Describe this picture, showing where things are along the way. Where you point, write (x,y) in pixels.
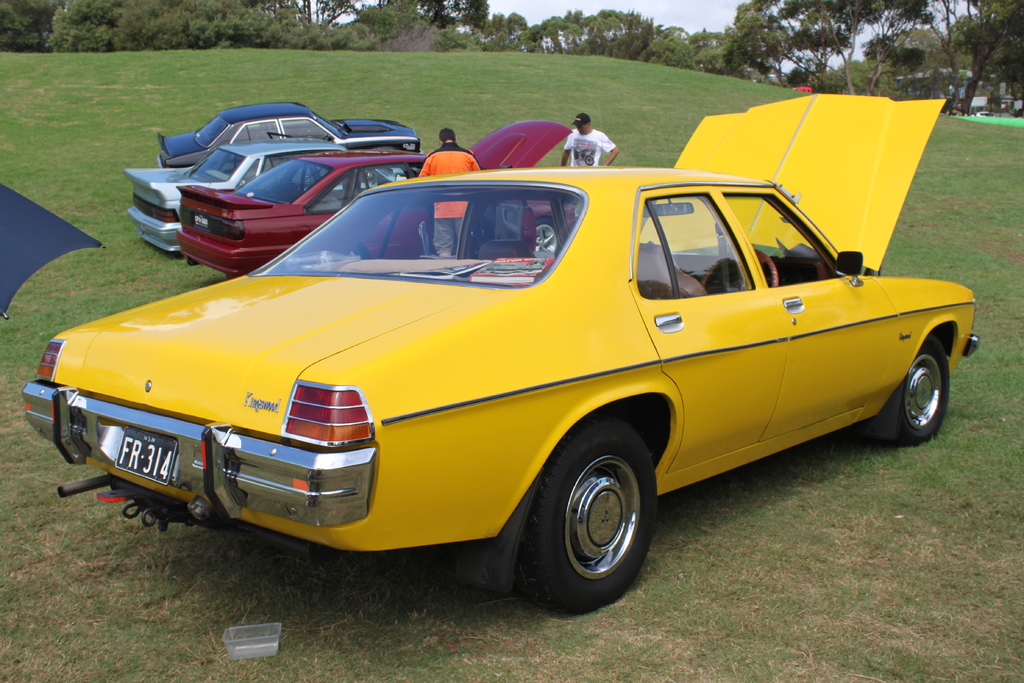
As we can see in the image there are two people (570,140), cars (307,183), grass (382,595) and trees (154,25). On the top (612,5) there is sky (600,9).
